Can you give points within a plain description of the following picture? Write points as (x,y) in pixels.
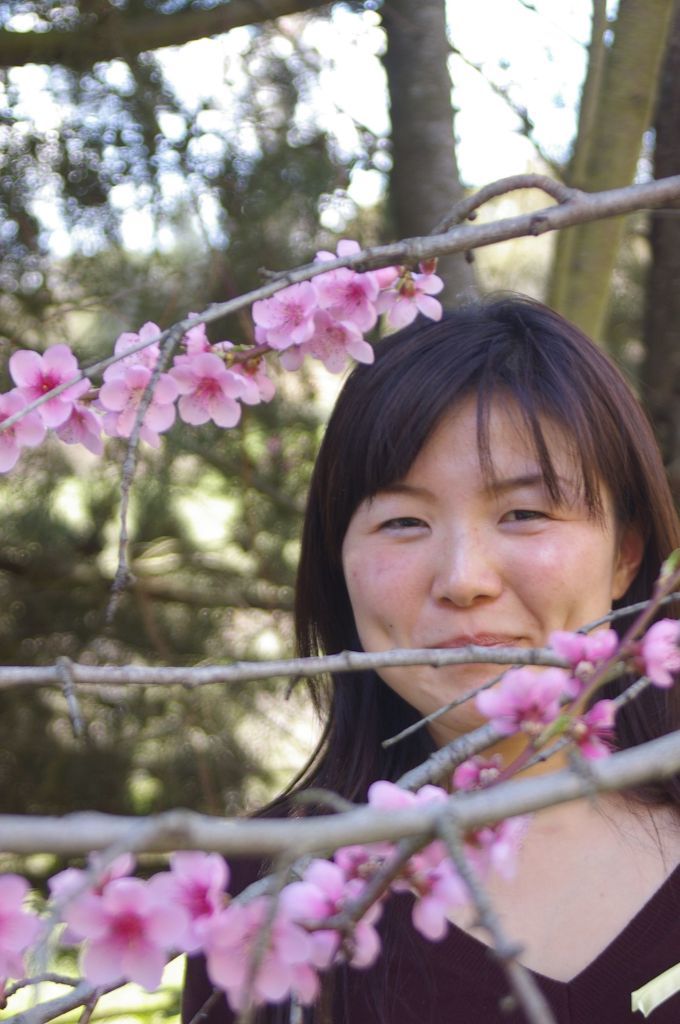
In the foreground of the picture (292,326) we can see flowers (413,799), stems (528,749) and woman (372,445). In the background (283,196) there are trees (143,625) and sky (343,132).
